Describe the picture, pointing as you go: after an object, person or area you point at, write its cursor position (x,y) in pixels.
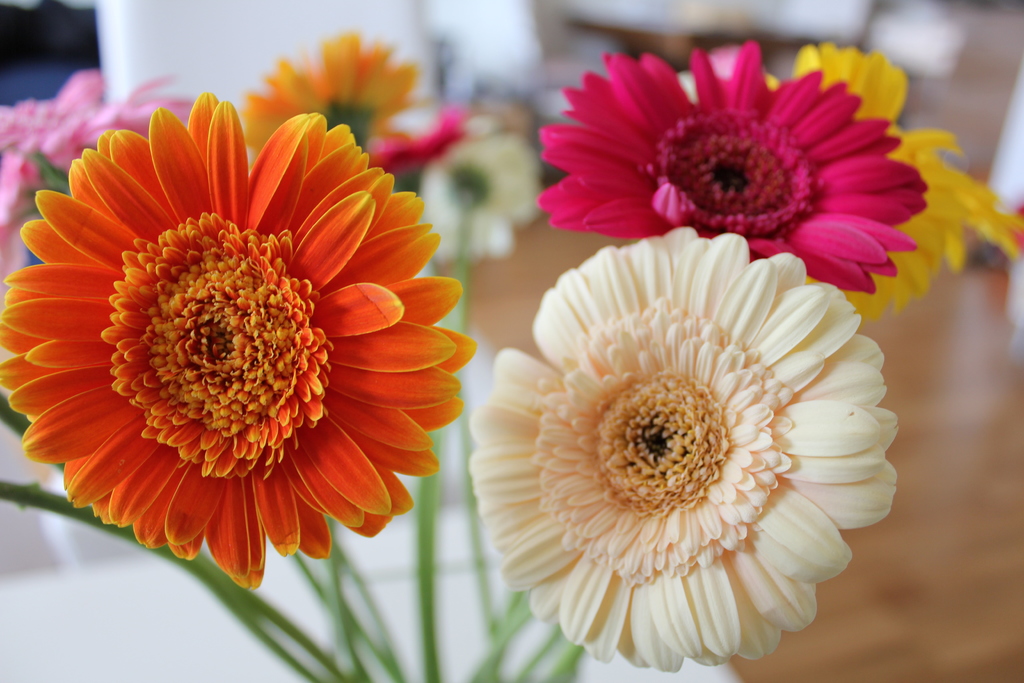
In this image there are different colors of flowers (236,276) are in middle of this image (547,323).
